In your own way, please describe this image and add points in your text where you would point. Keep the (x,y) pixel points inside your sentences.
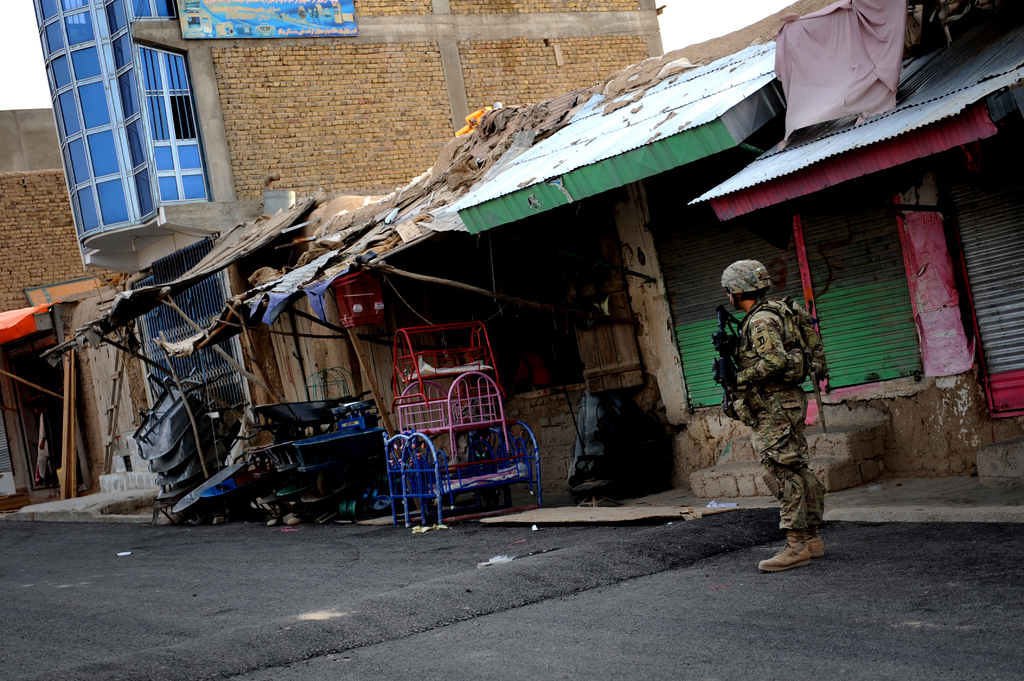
In this picture we can see a person (782,374) standing, this person (779,377) wore a helmet (751,280), in the background (401,226) there are some houses (201,193), on the left side (179,437) we can see trolleys (179,445), on the right side (696,280) there are shutters (990,295), we can see cradles (448,415) here, we can see the sky (17,100) at the left top of the picture (39,90).
